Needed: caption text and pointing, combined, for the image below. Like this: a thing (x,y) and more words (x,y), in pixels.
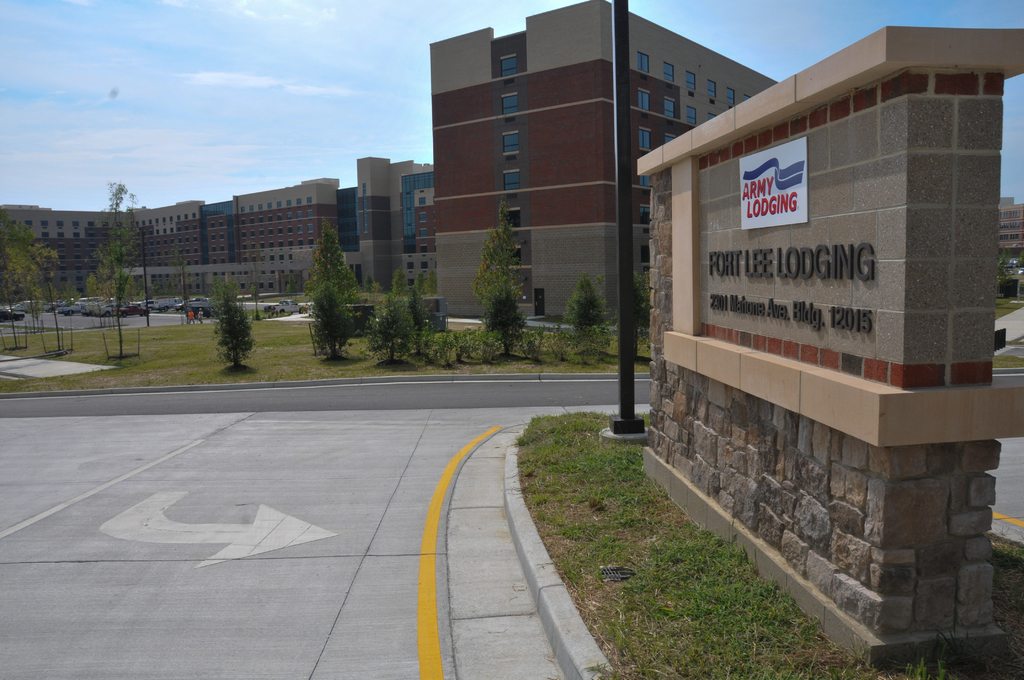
In the image we can see there are many buildings (496,173) and windows (513,151) of the buildings (527,154). There are many vehicles (73,308), there is a road (357,408), white and yellow lines (424,561) on the road (431,550). This is a pole (632,222), grass (633,532), plant (420,332), trees (48,295), text (770,256) and a cloudy sky (164,133).
